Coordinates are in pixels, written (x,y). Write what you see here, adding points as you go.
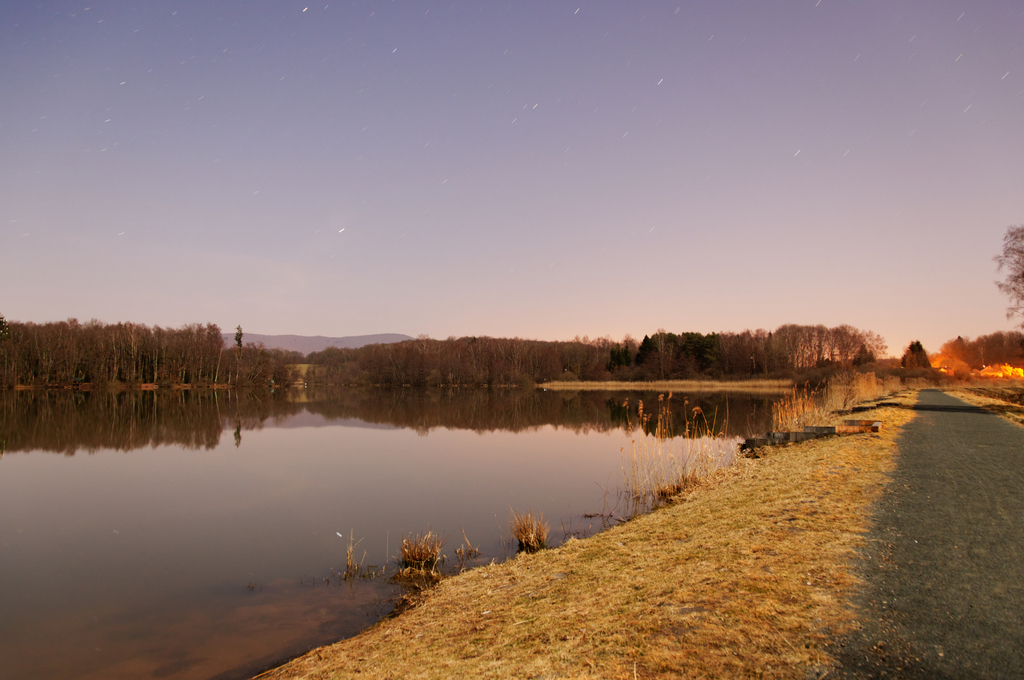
This image is taken outdoors. At the bottom of the image (734,571) there is a ground (839,543) with grass (749,551) on it. On the left side of the image (215,569) there is a pond (251,489) with water (414,414). In the background (388,356) there are many trees (666,346) and plants (882,364). At the top of the image (13,89) there is a sky (549,132).
